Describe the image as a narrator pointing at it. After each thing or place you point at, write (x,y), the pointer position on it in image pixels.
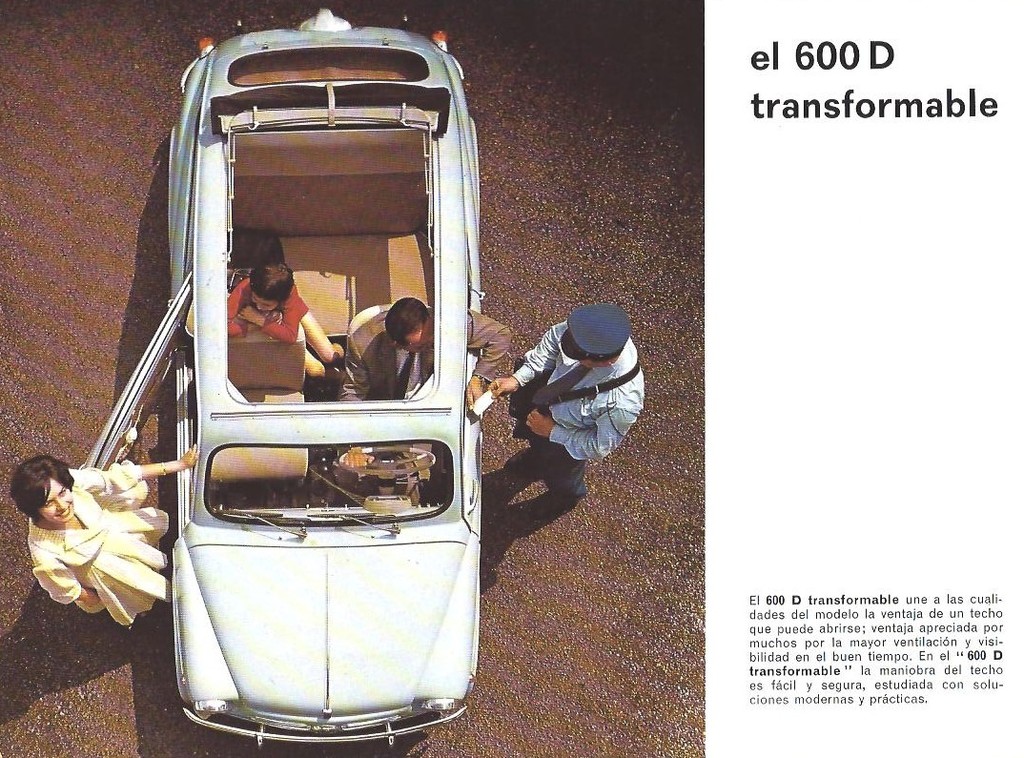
In this picture we can see a car (401,574), we can see two persons (575,457) are standing on both sides, there are two persons (395,338) sitting in the car (284,344), on the right side (787,112) there is some text (924,674).
